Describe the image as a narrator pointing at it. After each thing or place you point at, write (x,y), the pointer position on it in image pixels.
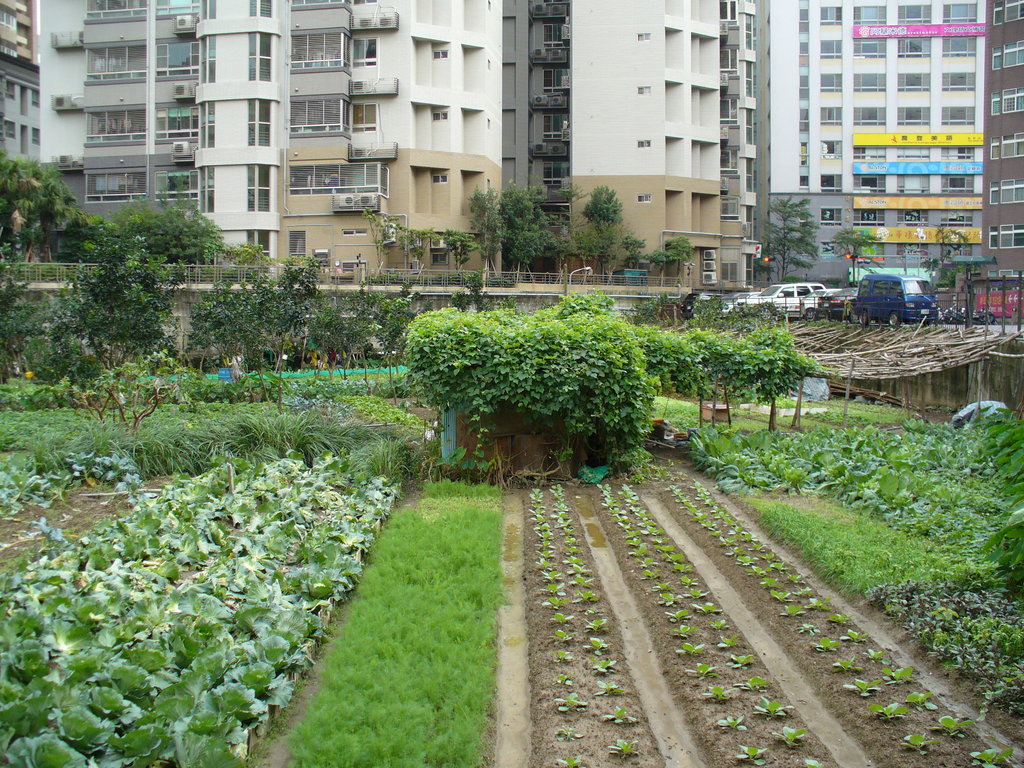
In this image we can see buildings (280,87), air conditioners (709,282), road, iron grill (548,282), motor vehicles (689,298) on the road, trees (268,336), plants (588,370), shrubs (286,309), bushes (104,303), grass (457,527) and creepers (474,379).
